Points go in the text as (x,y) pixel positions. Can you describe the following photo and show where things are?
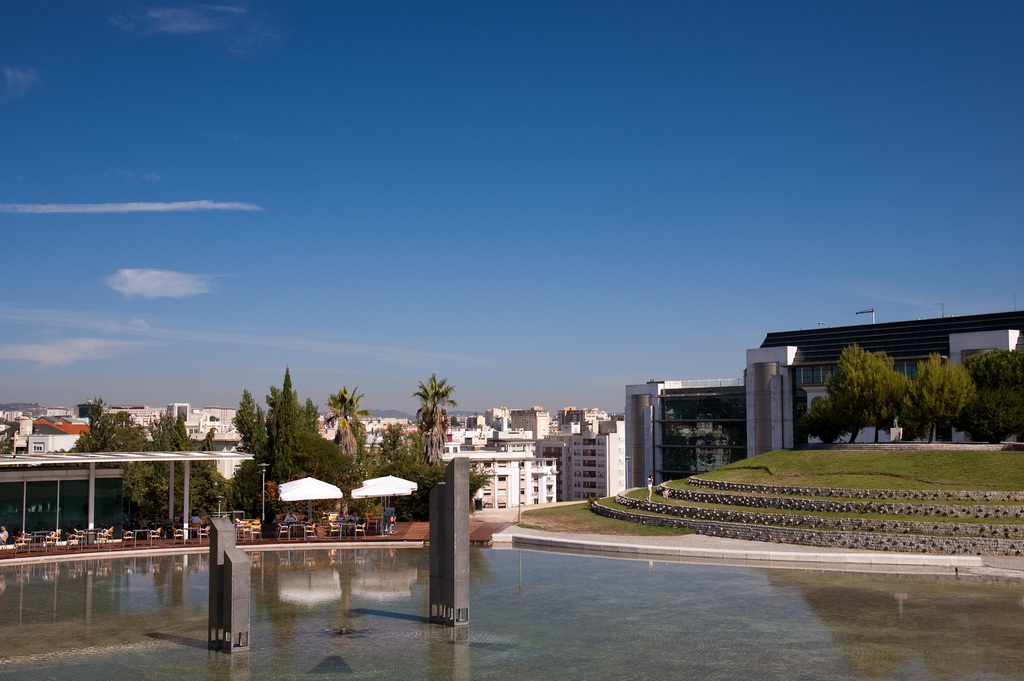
In this image, we can see buildings (677,410), trees (253,418), tables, chairs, tents (292,490) and we can see some poles (221,543) and people (650,483). At the top (224,207), there is sky (469,235) and at the bottom (653,605), there is water (661,604).
